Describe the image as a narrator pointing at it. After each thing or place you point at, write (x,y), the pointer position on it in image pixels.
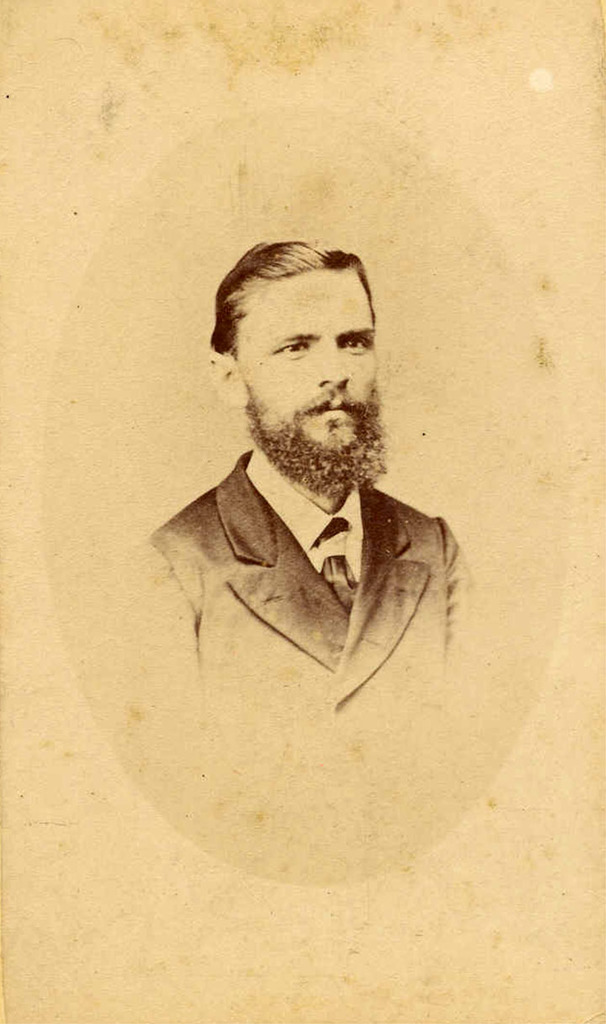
In this image I see the depiction of a man (294,510) and I see that the man (308,540) is wearing a suit (268,596), shirt (353,544) and a tie (325,535).
